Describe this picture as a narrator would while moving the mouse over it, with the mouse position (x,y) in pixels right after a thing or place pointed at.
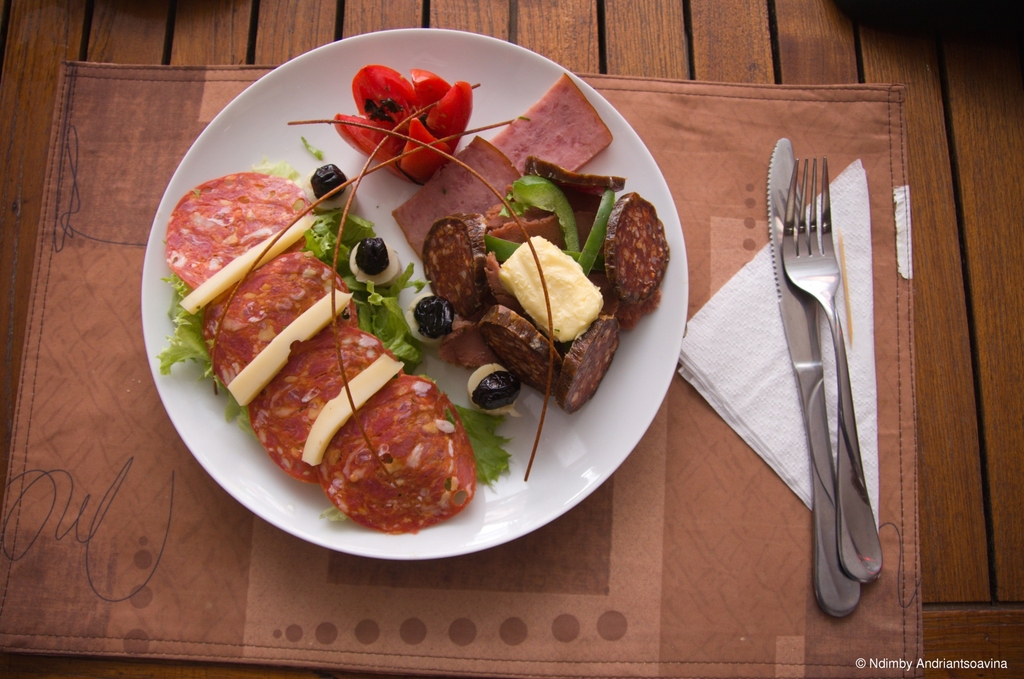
In this image I can see a table like thing (690,54) and on it I can see a brown colour cloth (56,627), a plate (658,308), a tissue paper (691,365), a fork (848,533) and a knife (800,376). I can also see different types of food (550,284) in the plate (530,93).
